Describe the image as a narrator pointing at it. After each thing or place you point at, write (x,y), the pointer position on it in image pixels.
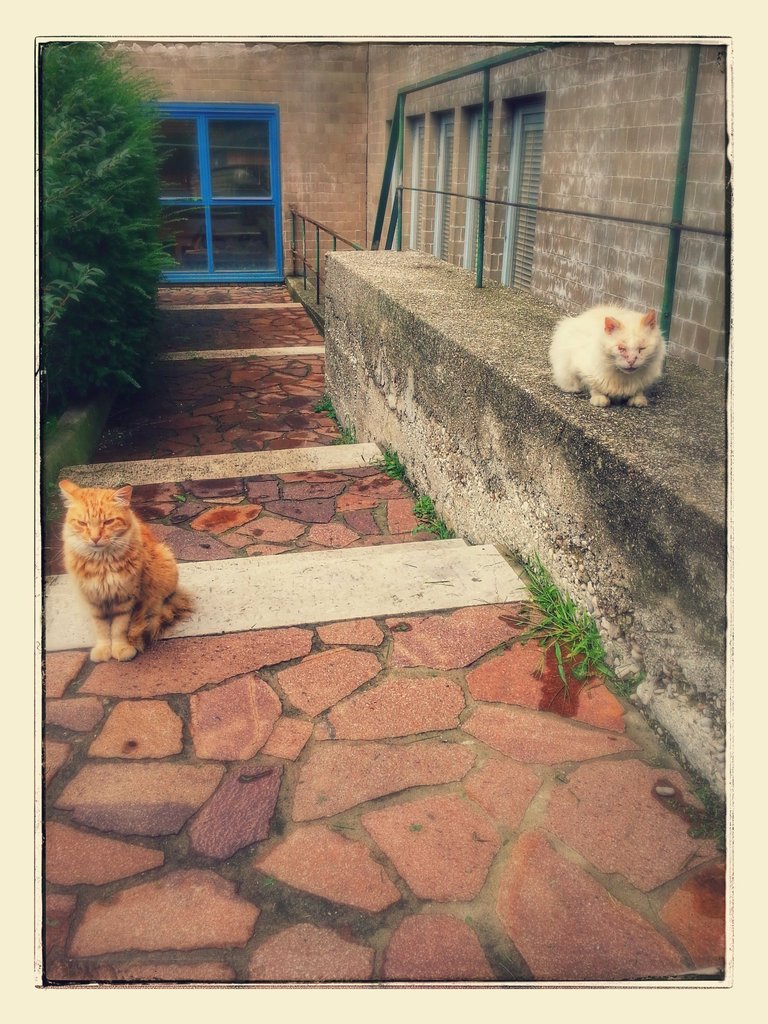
In this picture we can see a white cat (620,384) on a wall (461,430). We can see a brown cat (103,540) on the path (303,574). There are leaves (152,286), glass objects (218,183) and a few things (407,68).
